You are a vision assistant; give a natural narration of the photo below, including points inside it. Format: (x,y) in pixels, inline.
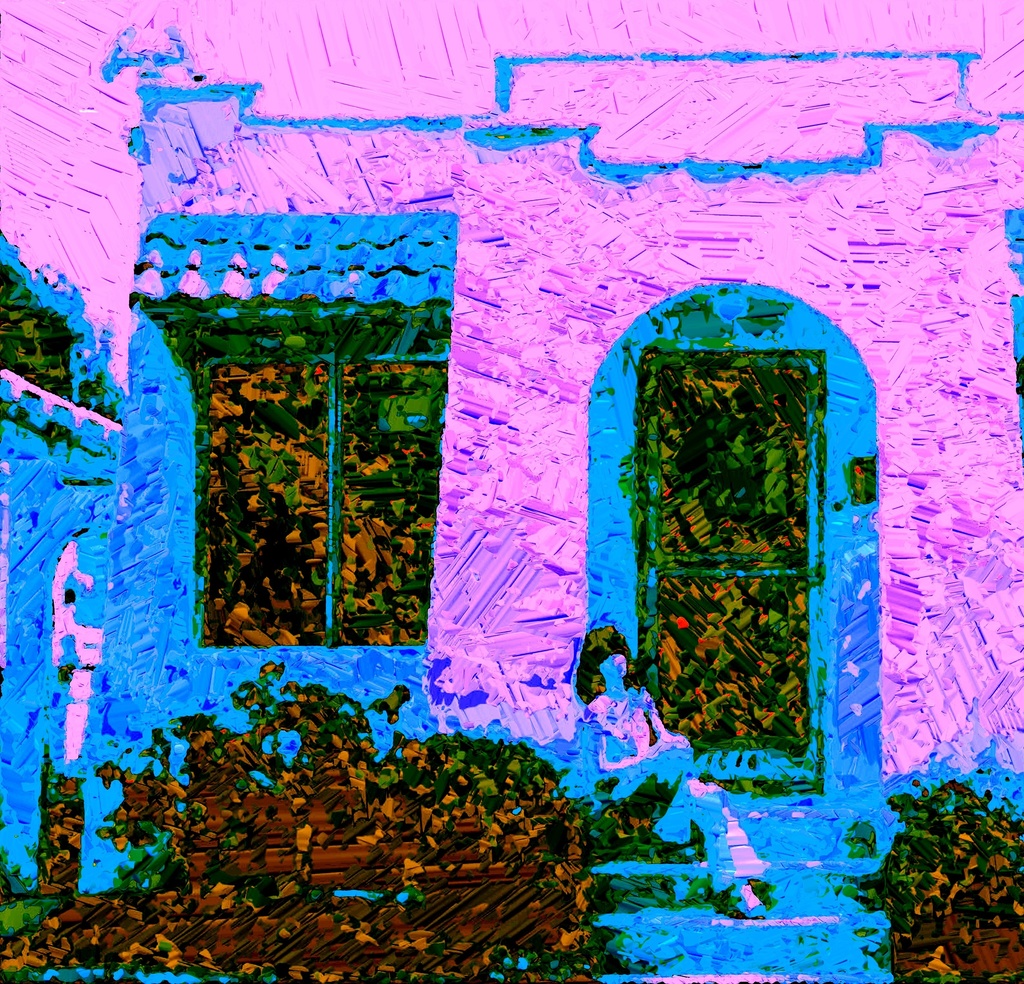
In this image I can see an edited picture and in the front (255,760) I can see few green colour things (952,892). I can also see colour of this image is blue and pink.
